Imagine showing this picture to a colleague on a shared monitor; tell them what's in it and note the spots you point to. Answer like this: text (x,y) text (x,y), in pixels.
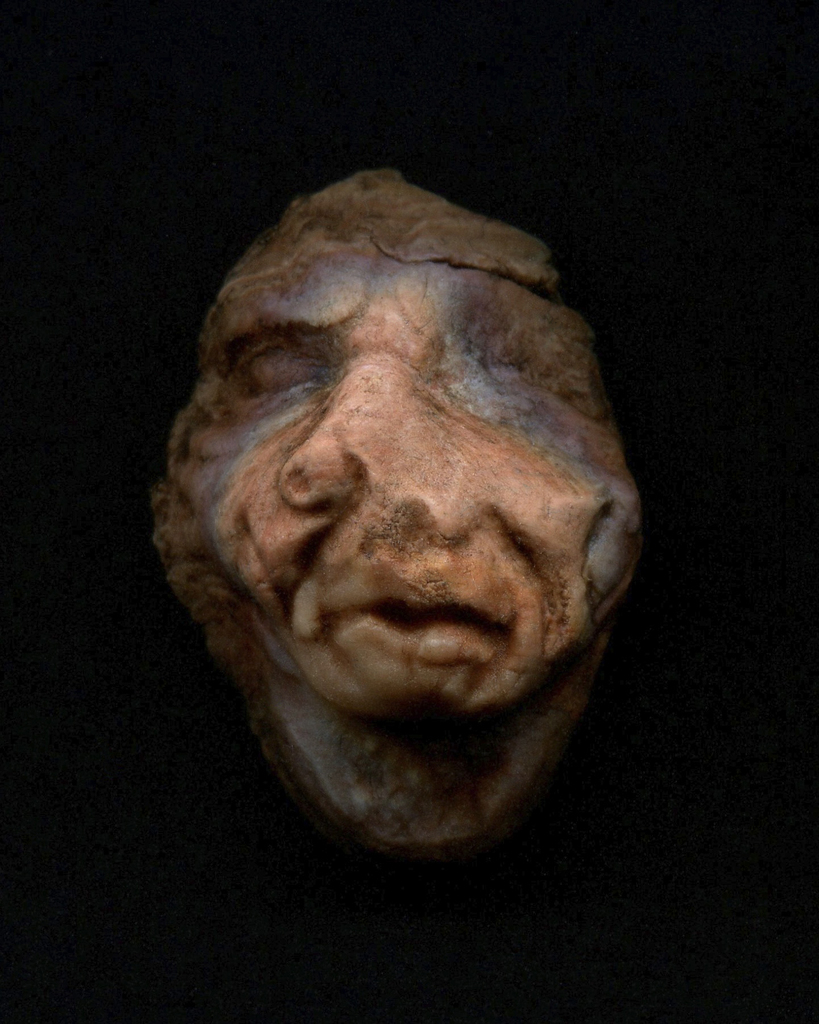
In this image there is a rock (402,615) which is carved in the shape of a person's face (350,591). Background (34,60) is in black color.
